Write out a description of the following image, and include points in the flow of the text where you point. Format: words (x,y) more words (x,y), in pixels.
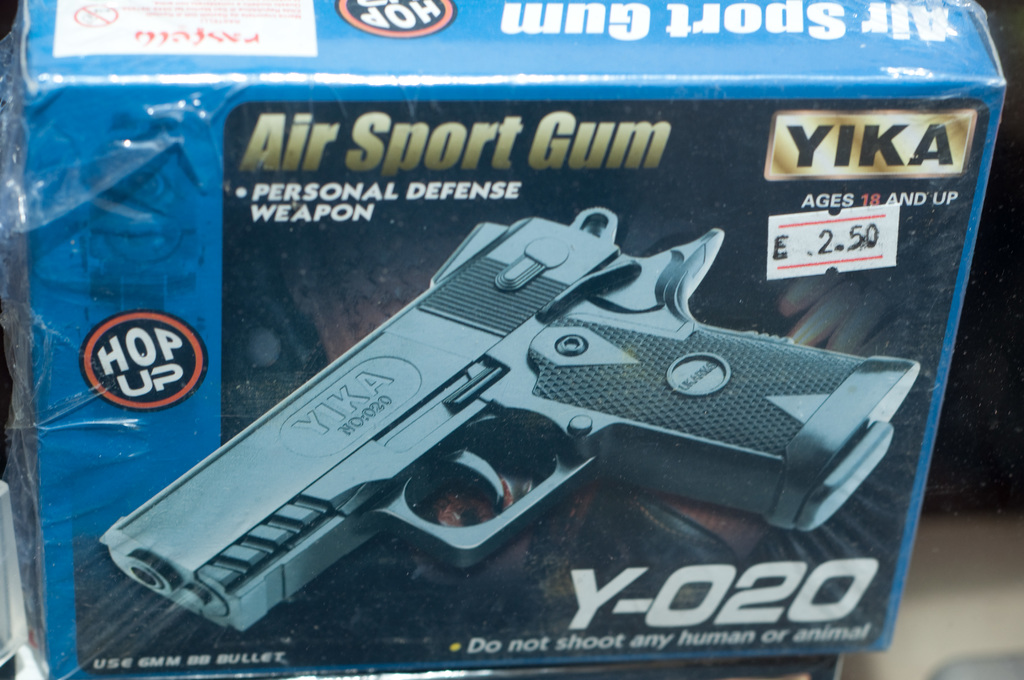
In this picture there is a box (472,127) of personal defense weapon (494,226) in the image.
